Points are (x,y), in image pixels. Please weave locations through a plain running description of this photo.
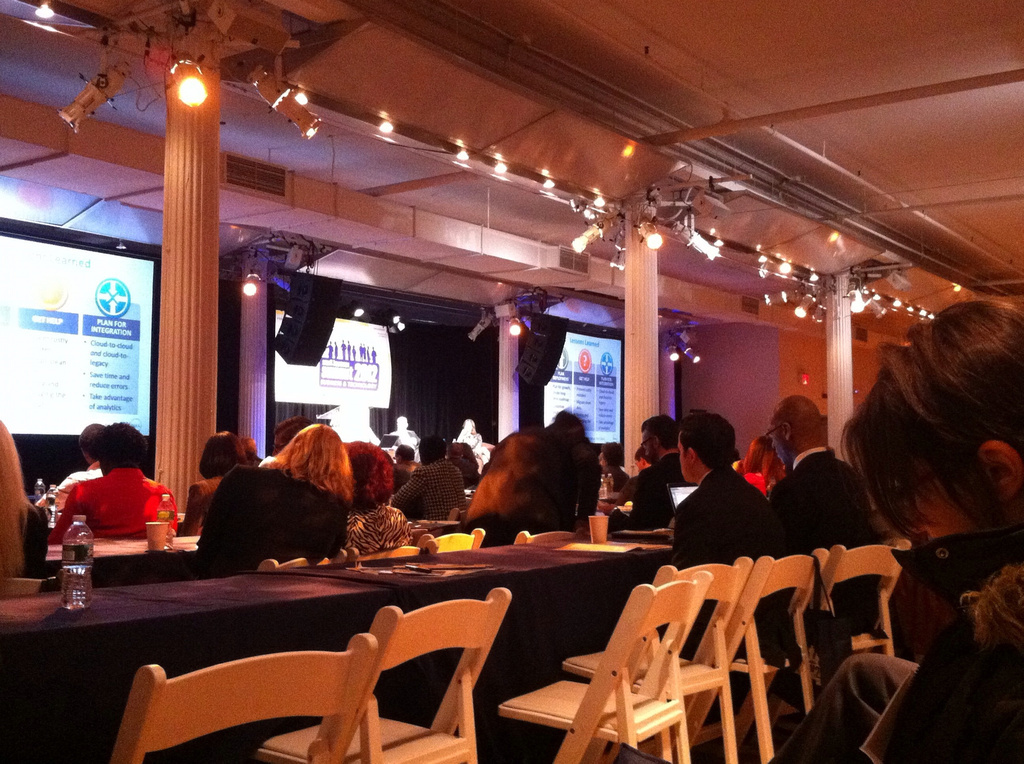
On top (192,91) there are lights (853,289). Screens (595,372) are near to this curtain (451,386). Persons (918,491) are sitting on chair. In-front of them there are tables (649,544), on this table (50,548) there are bottles (87,543), cups (601,526) and laptop (672,493). Speakers (550,333) are attached to the pillars (512,316).
